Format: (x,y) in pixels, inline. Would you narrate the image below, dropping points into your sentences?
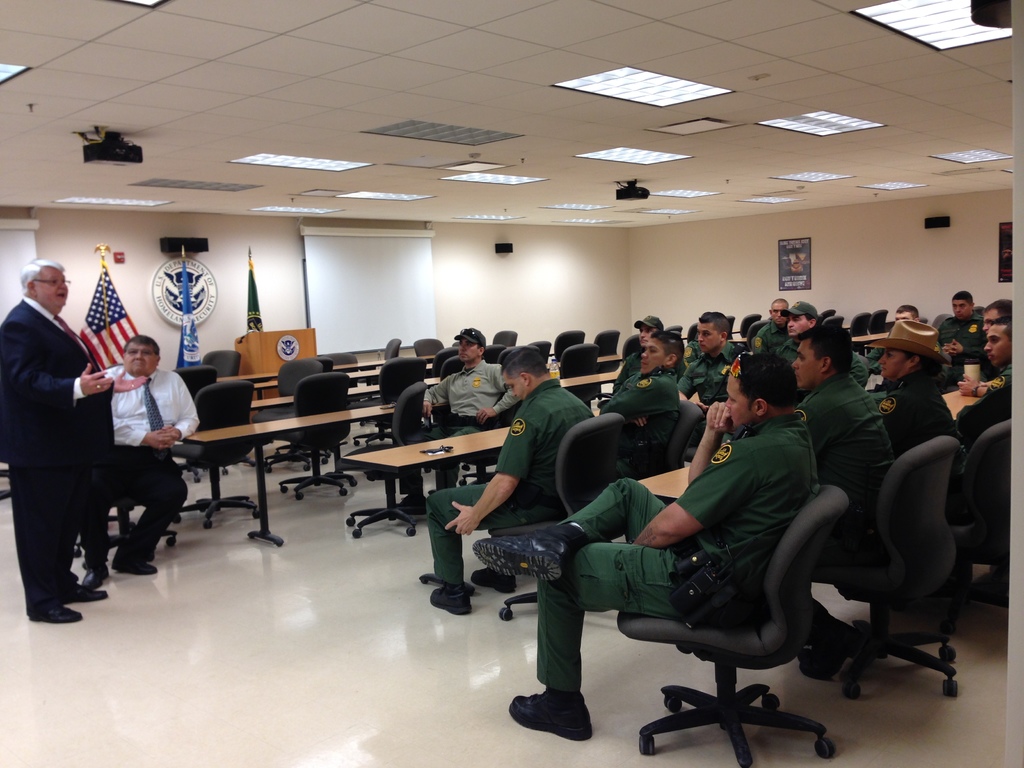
In this image I see people (28,303) and most of them are sitting on chairs (213,513) and this man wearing a suit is standing over here and I see that these men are wearing uniforms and there are tables (386,413) in front of them. In the background (352,344) I see 3 flags (180,356), a logo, podium (249,351), white screen (321,281) and lights (969,7) on the ceiling (413,2).
